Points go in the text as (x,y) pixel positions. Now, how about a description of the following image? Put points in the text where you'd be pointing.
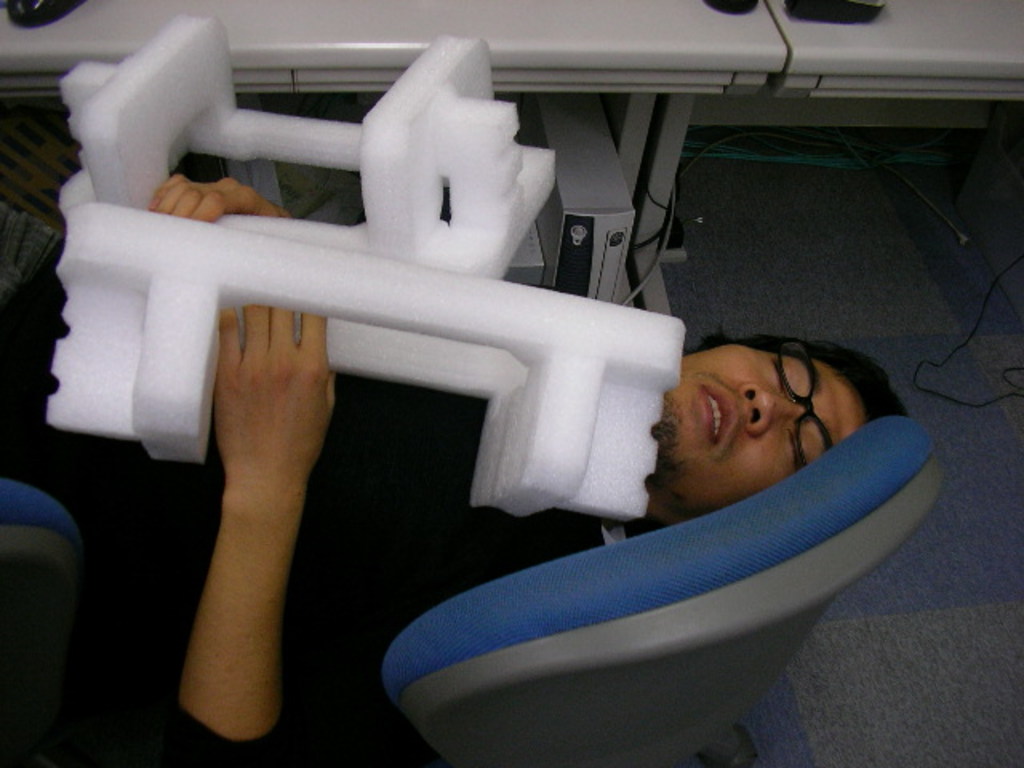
This picture is in leftward direction. In the center (349,395), there is a person (259,489) lying on the chairs (742,511) and holding thermocol sheets (282,254). On the top (512,64), there are tables (753,64).
